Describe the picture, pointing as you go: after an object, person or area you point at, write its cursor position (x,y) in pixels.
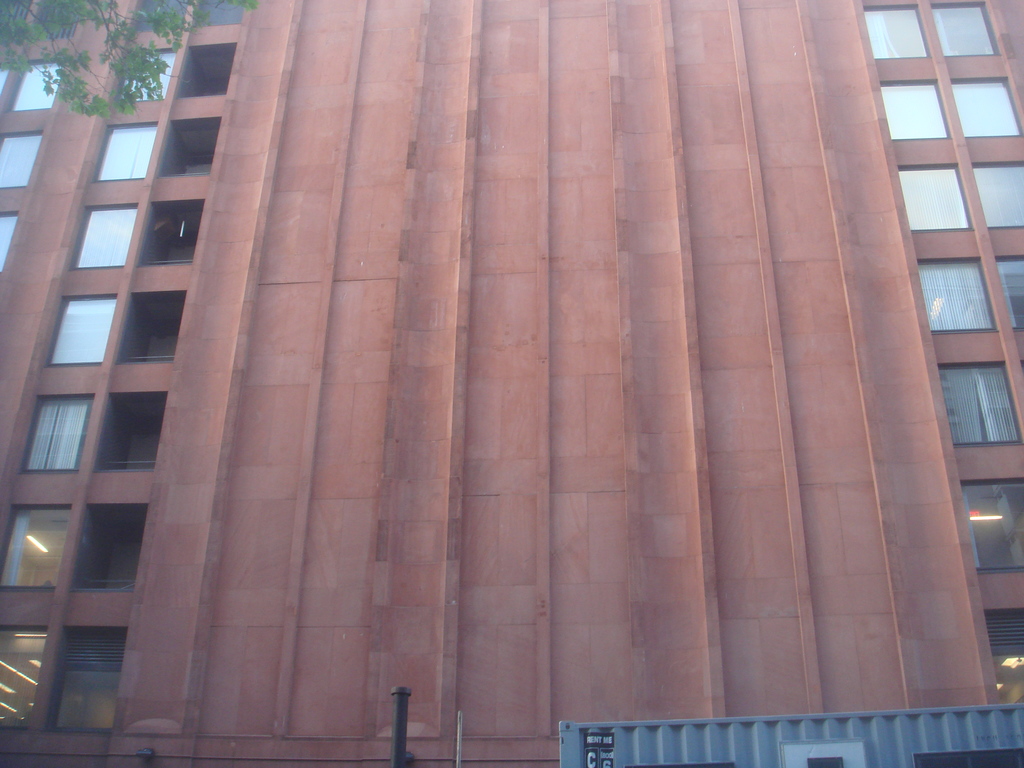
In this image I can see a building (699,336) in brown color and a tree (145,72) in green color.
